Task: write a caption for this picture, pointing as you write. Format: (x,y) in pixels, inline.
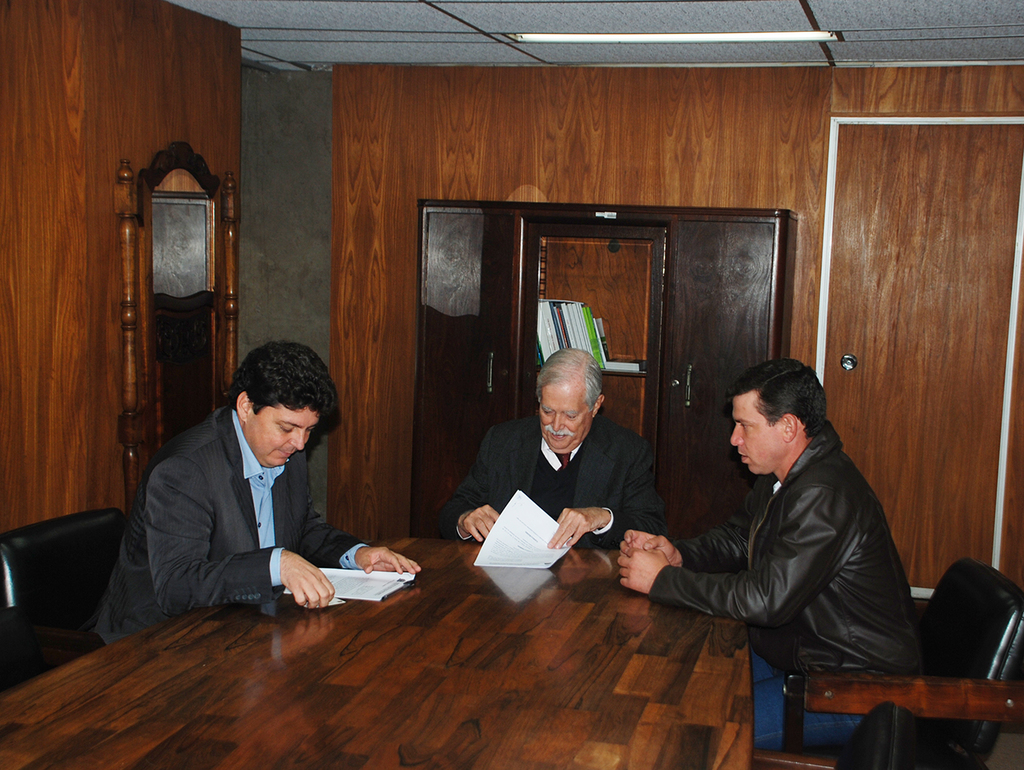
The picture is taken in a room (396,669) where three people (279,564) are sitting on the chairs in front of the table (412,637) and there are papers (490,556) in their hands (579,524), behind the person (530,444) there is one wooden wardrobe (711,305) and there are books (590,327) in them, on the left corner of the picture (129,387) behind the person (281,486) there is small mirror (191,305) and one wooden wall (72,264), at the right corner of the picture (935,433) behind the person (869,570) there is a wooden door (940,419).
